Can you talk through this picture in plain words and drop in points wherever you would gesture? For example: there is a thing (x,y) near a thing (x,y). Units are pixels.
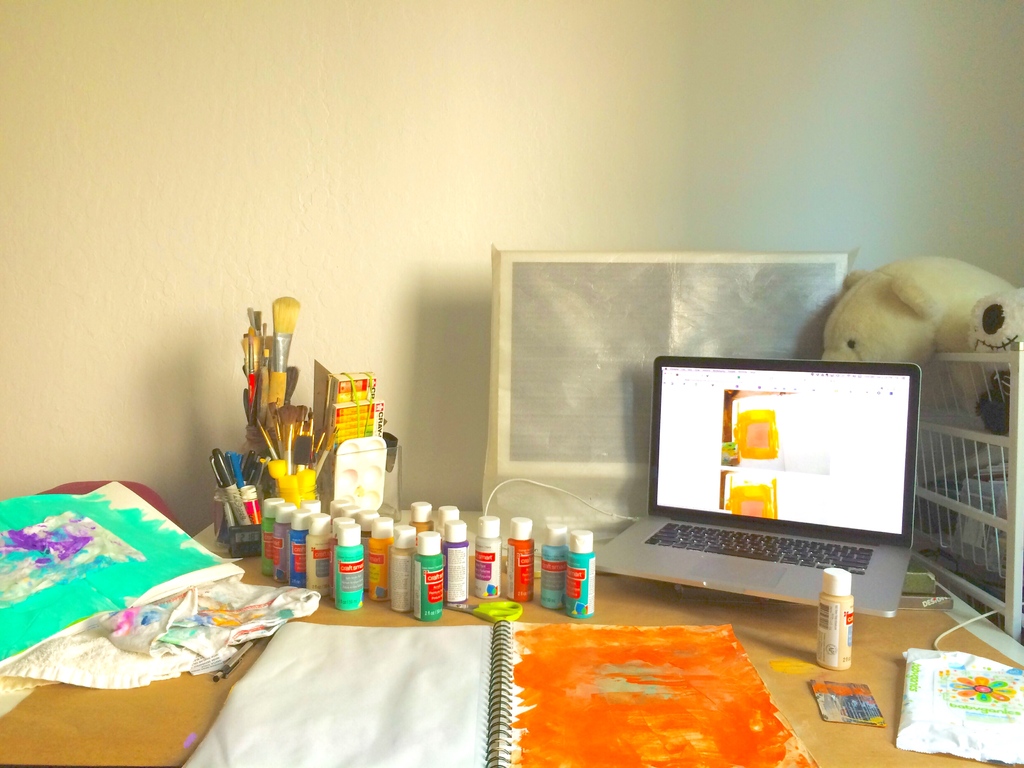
On this table (635,608) there are color bottles (576,561), laptop (746,551), container (948,479) with teddy (860,307), things (381,450), painting paper (101,583) and book (402,766) with orange color.
